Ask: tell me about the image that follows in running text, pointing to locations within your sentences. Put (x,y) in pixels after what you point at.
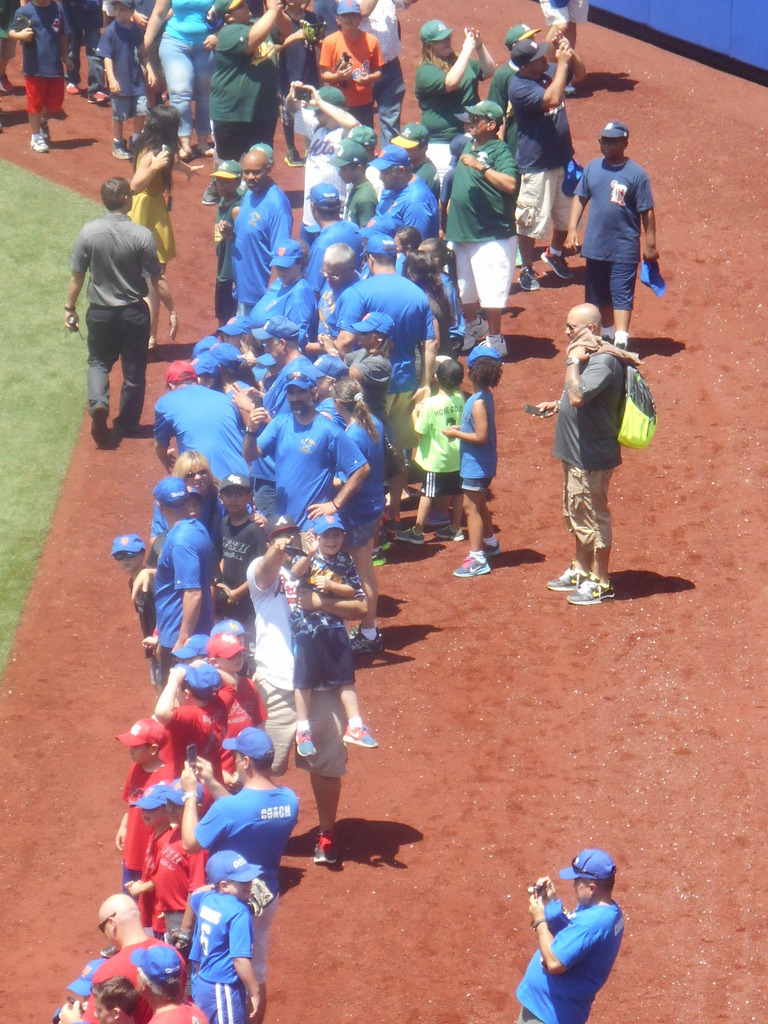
This image is taken outdoors. At the bottom of the image (72,801) there is a ground (651,674). In the middle of the image (446,507) many people (317,716) are standing on the ground (421,872) and a few (197,836) are holding mobile phones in their hands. On the left side of the image (27,242) there is a ground (45,426) with grass (45,426) on it and a man (110,281) is walking on the ground (67,369).
